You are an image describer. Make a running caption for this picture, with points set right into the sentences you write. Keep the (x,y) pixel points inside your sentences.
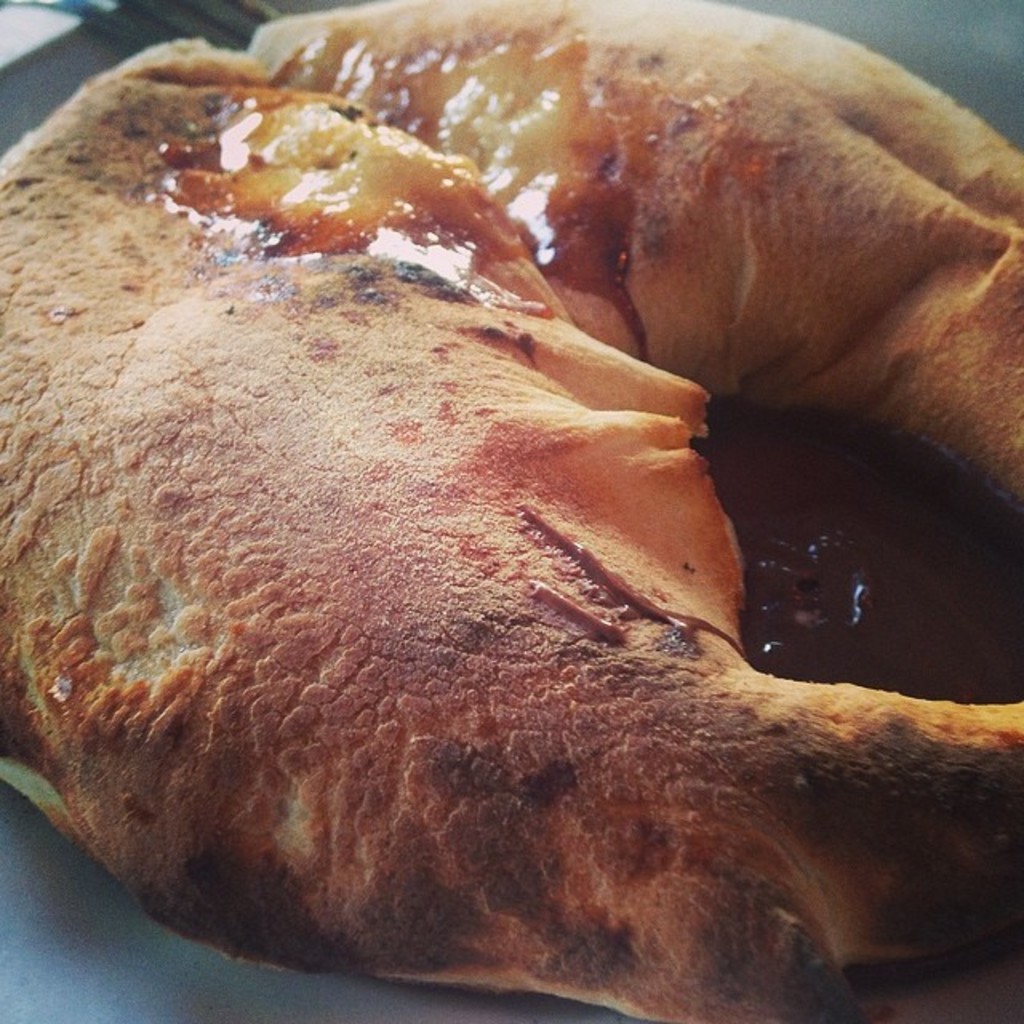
In this image I can see the food item (661,328) on the white color surface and the food item (429,576) is in brown and cream color.
